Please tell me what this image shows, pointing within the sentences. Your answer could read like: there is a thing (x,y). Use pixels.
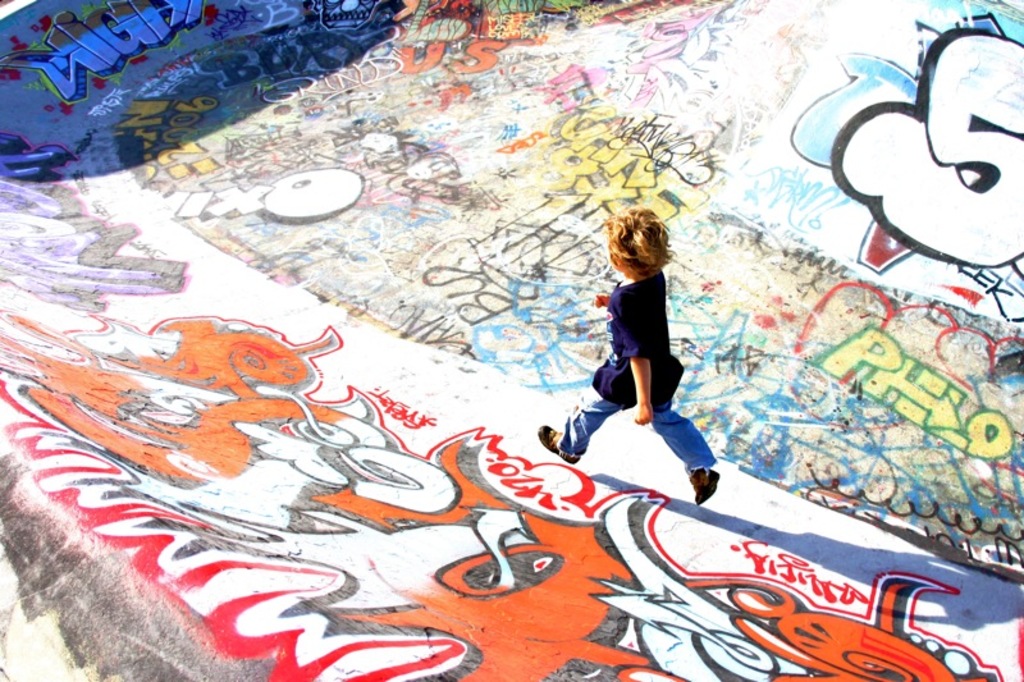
In this picture we can see a kid (641,374) is walking and there is graffiti (516,463) on the floor (456,126).
